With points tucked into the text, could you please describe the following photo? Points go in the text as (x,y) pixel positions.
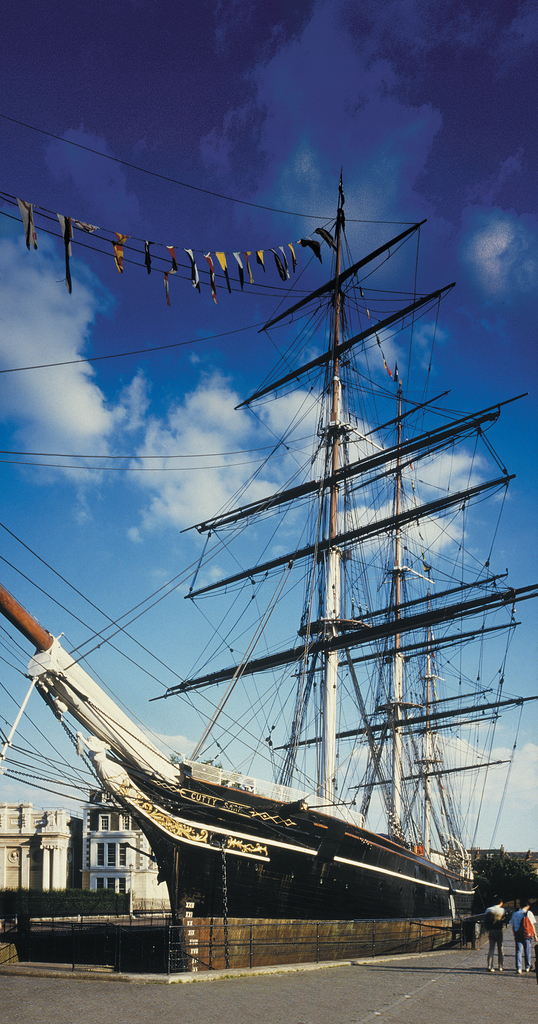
In this image we can see a ship (409,659) on the ground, there are wires (36,749), there are two persons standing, at the back (100,850) there are buildings (96,812), the sky (132,397) is cloudy.
